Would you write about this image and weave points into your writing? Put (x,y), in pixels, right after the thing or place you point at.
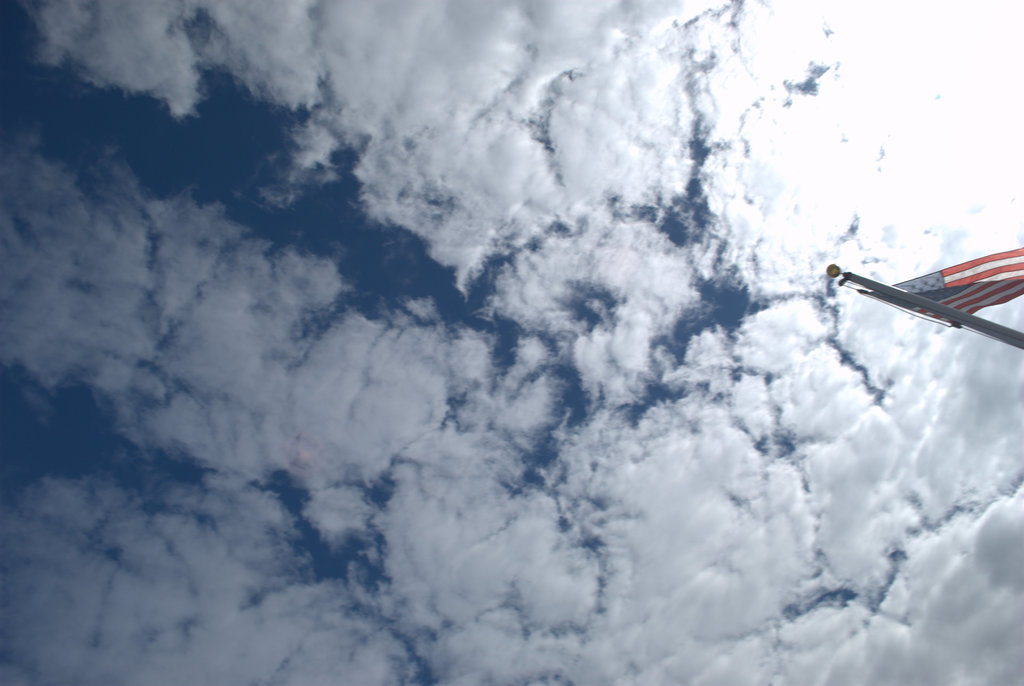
In this picture there is a sky (557,186) with clouds (584,186). Towards the right (916,290), there is a flag (989,294) to a pole (901,291).
